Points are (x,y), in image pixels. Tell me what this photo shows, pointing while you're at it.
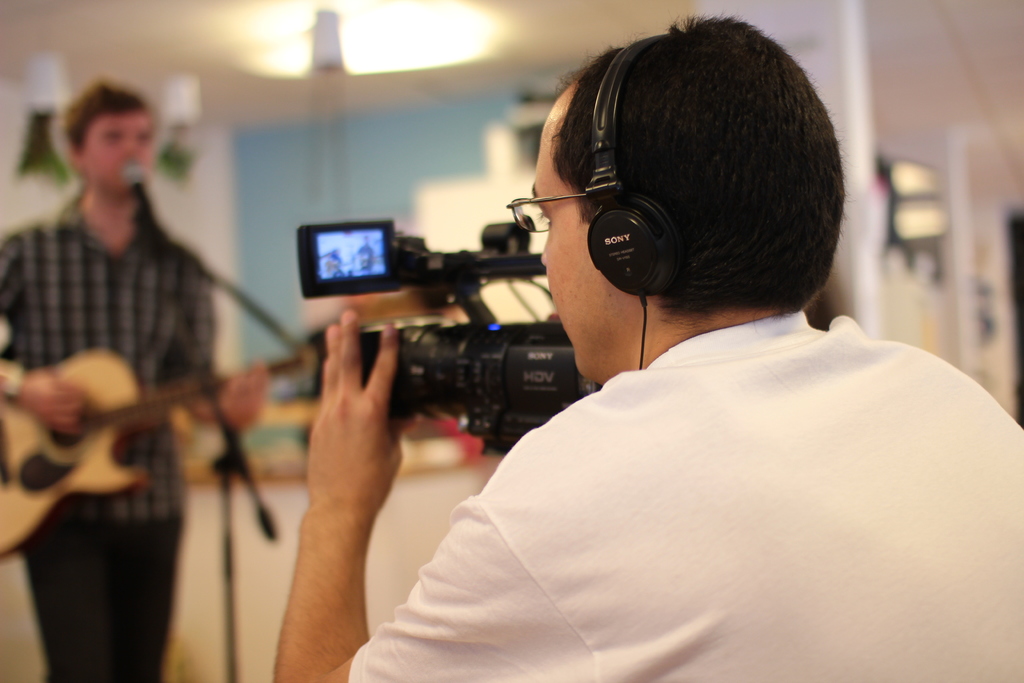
In the picture we can see a man (624,456) holding a camera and capturing a man (91,226) opposite to him, a man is holding a guitar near the microphone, in the background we can see a light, a wall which is blue in color.
